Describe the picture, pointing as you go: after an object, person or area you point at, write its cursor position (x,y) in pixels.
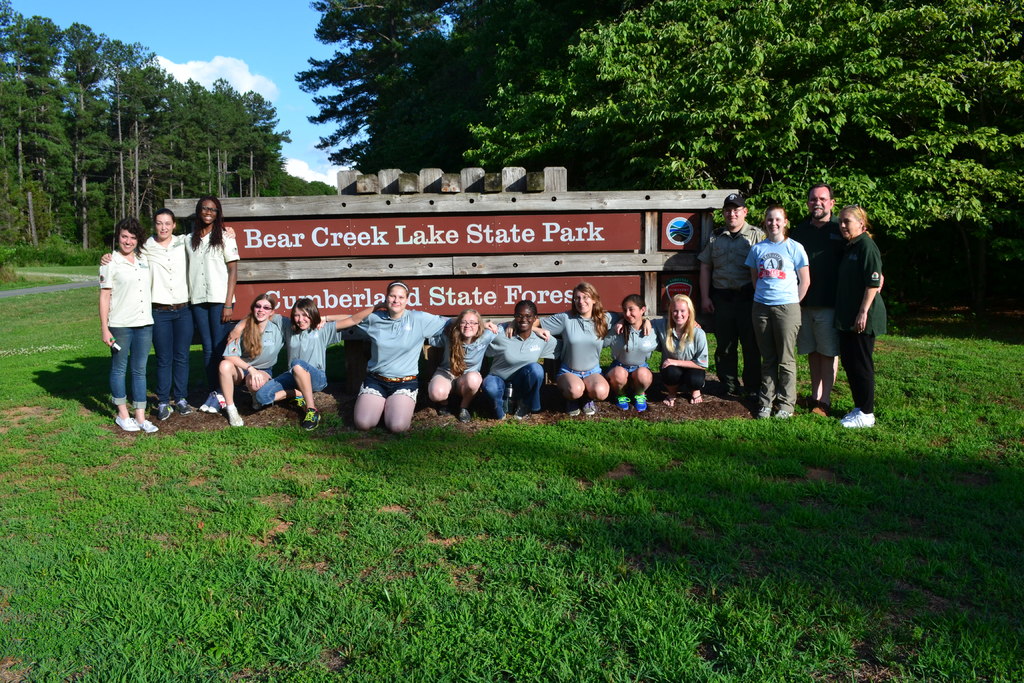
In this image there are group of people (547,354) who are posing for the picture. Behind them there is a board (427,241) on which there is some text (484,242). At the bottom (412,557) there is grass (491,534). In the background (391,137) there are trees (612,126). At the top (267,29) there is the sky (244,31). In the middle (388,366) there are few people (517,366) who are kneeling down for the picture.
